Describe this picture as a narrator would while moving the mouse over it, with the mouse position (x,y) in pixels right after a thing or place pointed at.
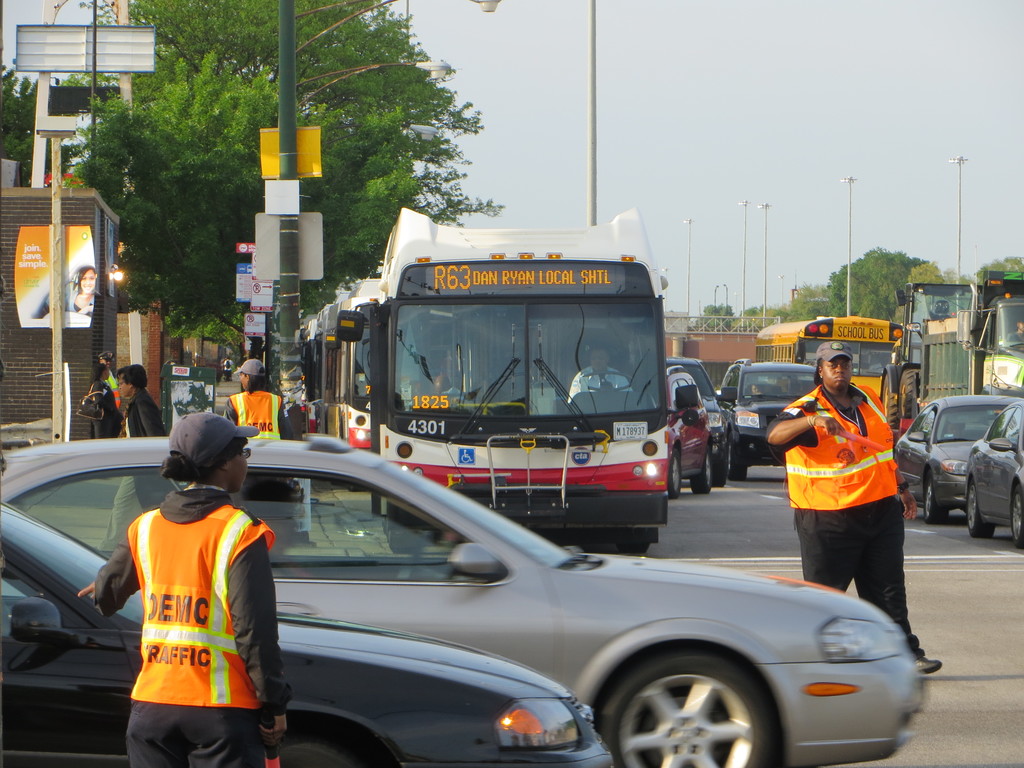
In this image there are cars (298,599), buses (573,411) and some other vehicles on the road (684,507) and there are a few people (219,468) on the roads (766,495) and on the pavements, in the background of the image (882,258) there are lamp posts (291,301), sign boards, trees (228,161) and buildings (102,348).
